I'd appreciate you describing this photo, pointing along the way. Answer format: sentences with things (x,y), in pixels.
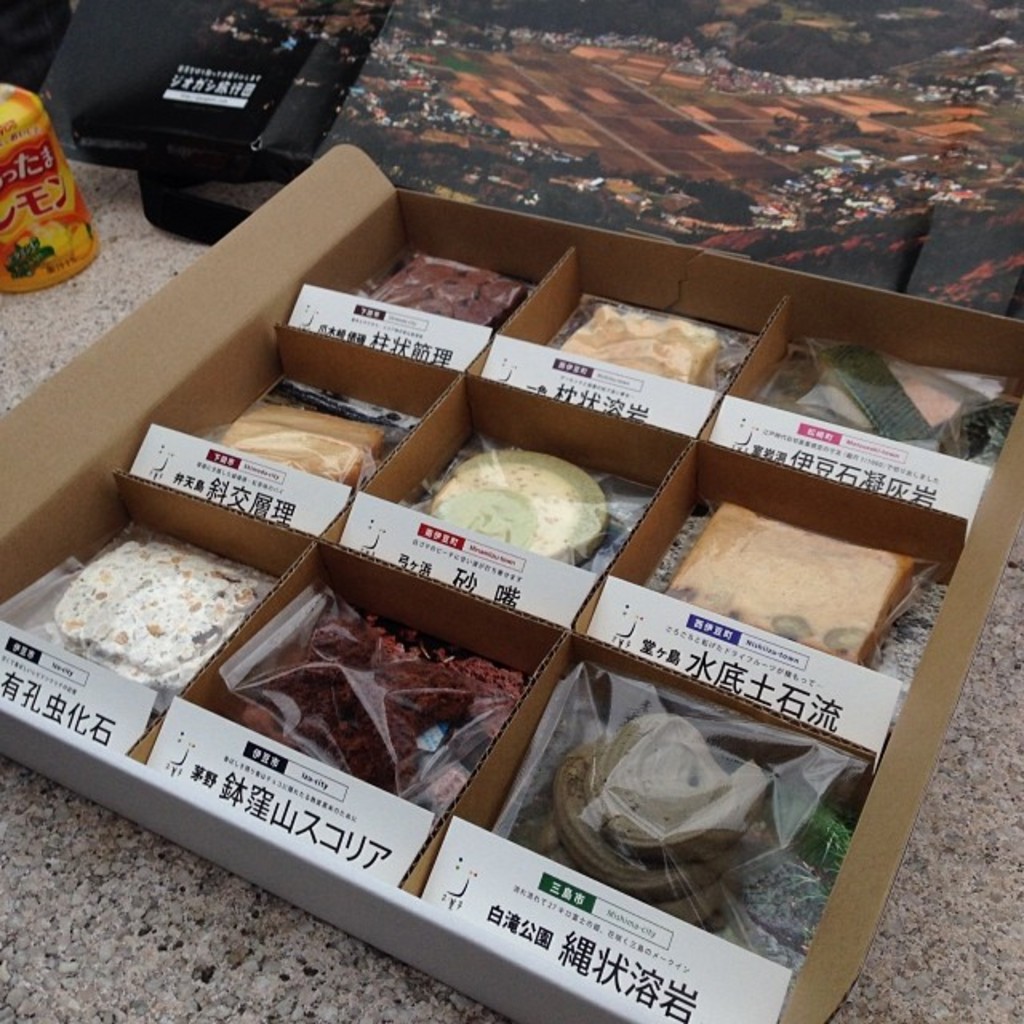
In this image we can see a box (401,602) with some food items (347,652) and text (836,435) on the box (520,422) and there are few objects (169,158) on the floor (191,935).
